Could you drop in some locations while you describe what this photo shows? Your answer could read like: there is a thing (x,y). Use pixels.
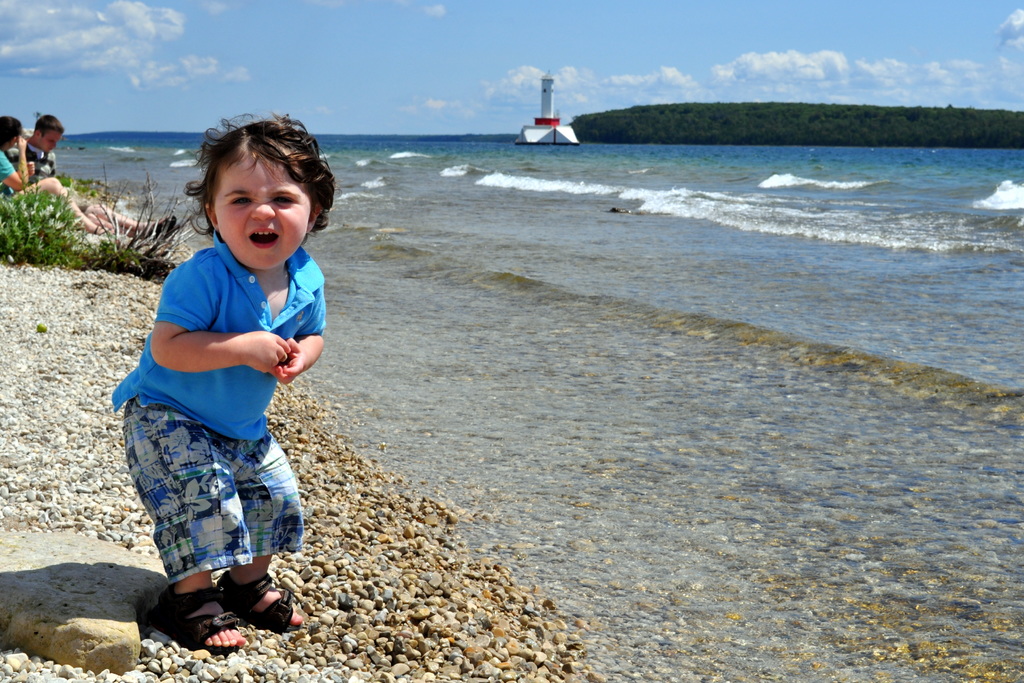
In this image I can see a child (185,352) wearing blue t shirt (219,380), short (213,448) and black footwear (194,599) is standing, few other persons (23,146) sitting. I can see few small rocks (44,353), a huge rock (68,567) and a plant (52,255). In the background (450,201) I can see the water (423,148), a light house (550,107) which is white and red in color, few trees (655,118) and the sky (295,71).
